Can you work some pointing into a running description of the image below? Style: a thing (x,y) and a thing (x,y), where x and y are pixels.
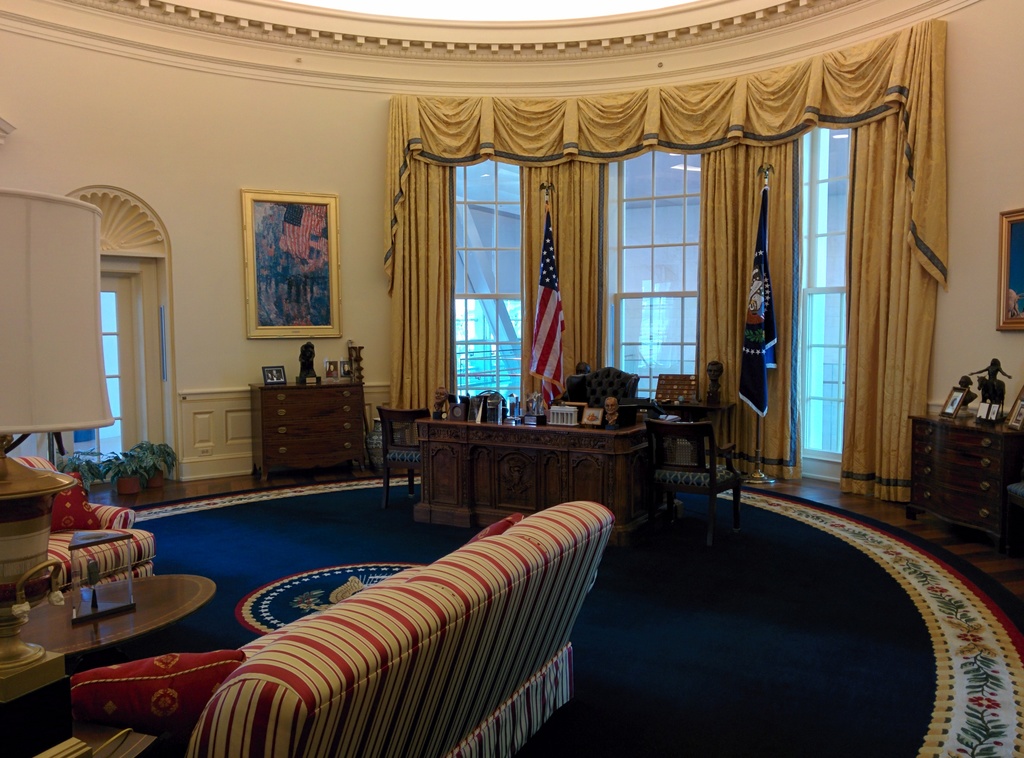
In this picture there is a sofa (339,643). In front of the sofa (255,678) there is a table (107,633). We can observe a desk (501,435) on which some accessories (503,417) were placed on either side of the desk (539,420). There are some chairs (390,441) here. In the background (762,372) there are two countries flags (757,360). We can observe some curtains (710,282) and windows (637,291) here there is a photo frame (280,266) attached to the wall (262,138) here.
